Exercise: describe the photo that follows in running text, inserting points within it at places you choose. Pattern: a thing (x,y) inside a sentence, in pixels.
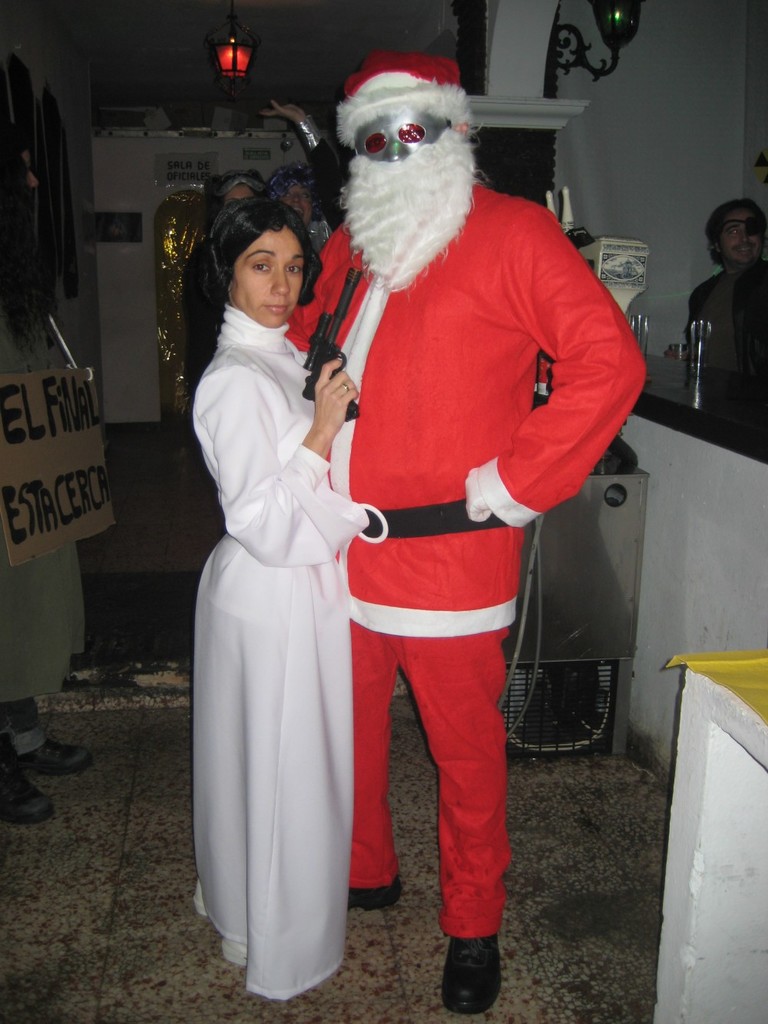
In this image we can see a few people (467,336) standing on the floor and holding a gun (312,375) and the other person (467,448) in a costume (447,375). And at the back (155,178) we can see the wall (209,176), board (24,431) with text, lights (237,60) and a few objects (683,350).
